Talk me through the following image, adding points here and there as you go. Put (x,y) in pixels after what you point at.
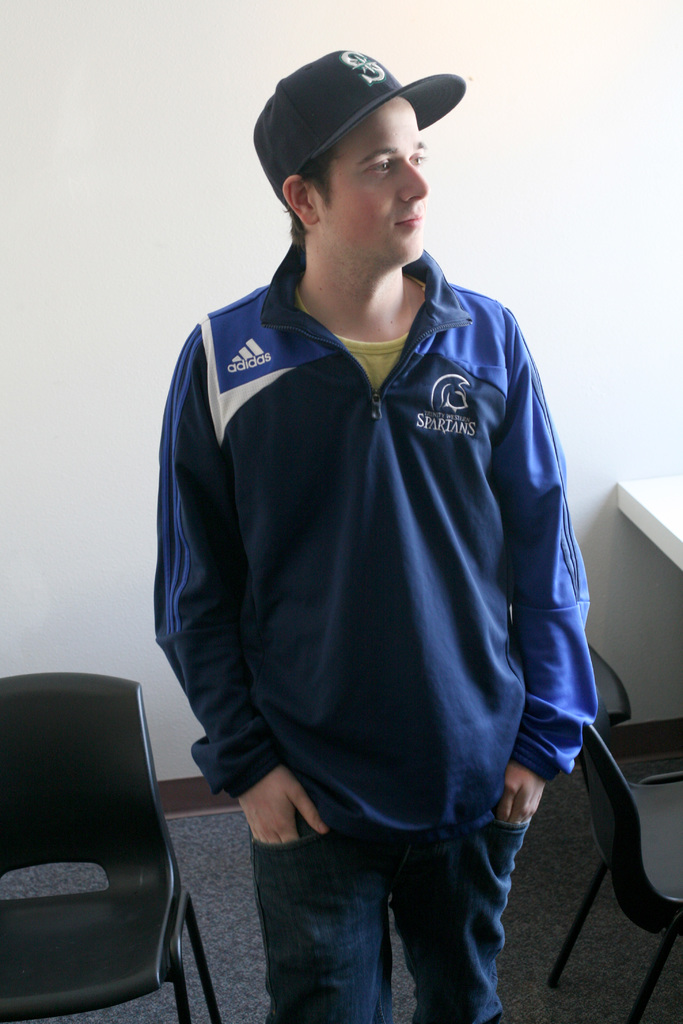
Here we have a man (360,331) who is wearing blue jacket (323,552) and blue jean (410,867), he also wears a cap (353,97). He is looking somewhere. Also we have chairs (100,899), some desk (677,509) here. This seems like some room (143,576).
